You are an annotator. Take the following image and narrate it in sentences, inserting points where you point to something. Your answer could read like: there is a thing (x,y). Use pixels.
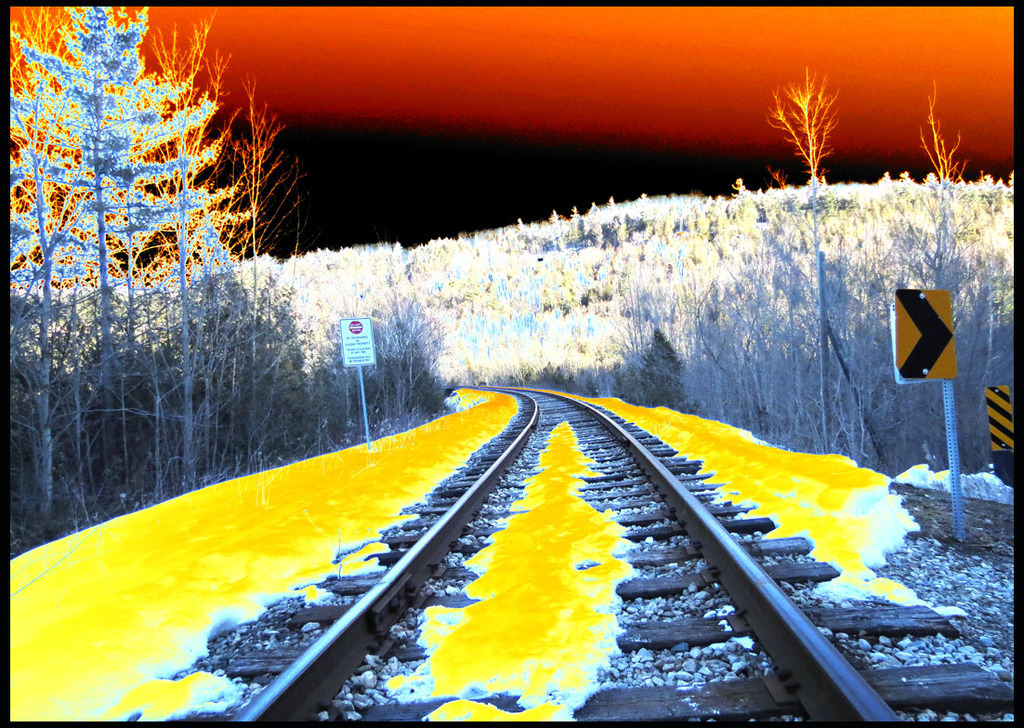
This looks like an edited image. This is a railway track (491,484). These are the sign boards (360,348) attached to the poles (953,462). I can see the trees (757,318).
